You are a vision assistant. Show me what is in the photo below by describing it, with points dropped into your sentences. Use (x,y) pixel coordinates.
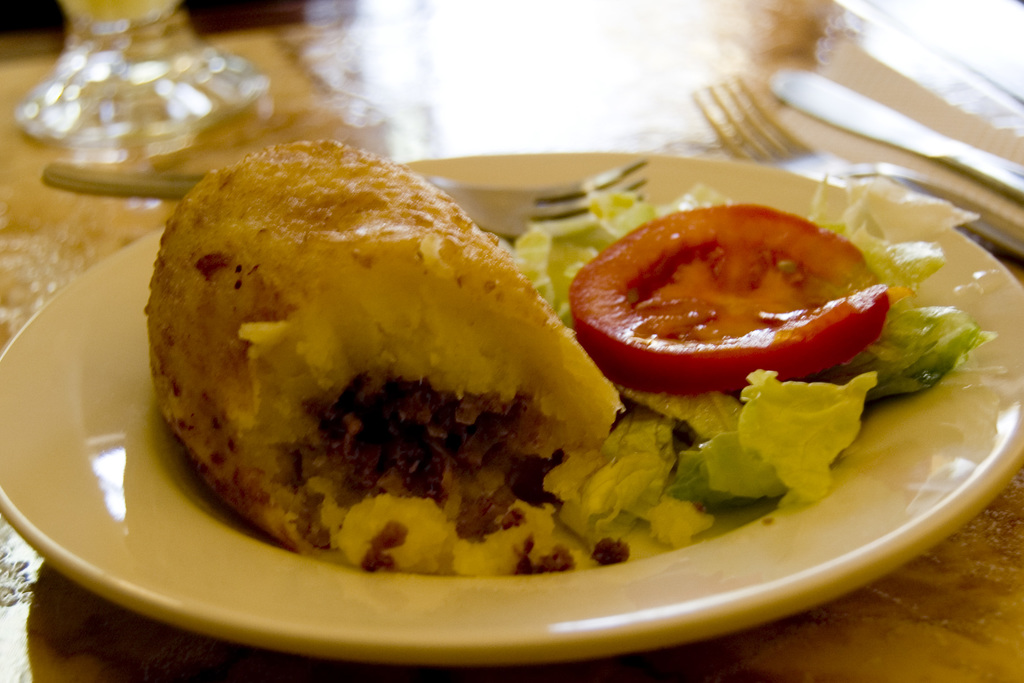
In this image I can see food (563,513) which is in brown, green and red color in the plate (196,587) and the plate (231,549) is in white color and I can also see two forks (552,205).
